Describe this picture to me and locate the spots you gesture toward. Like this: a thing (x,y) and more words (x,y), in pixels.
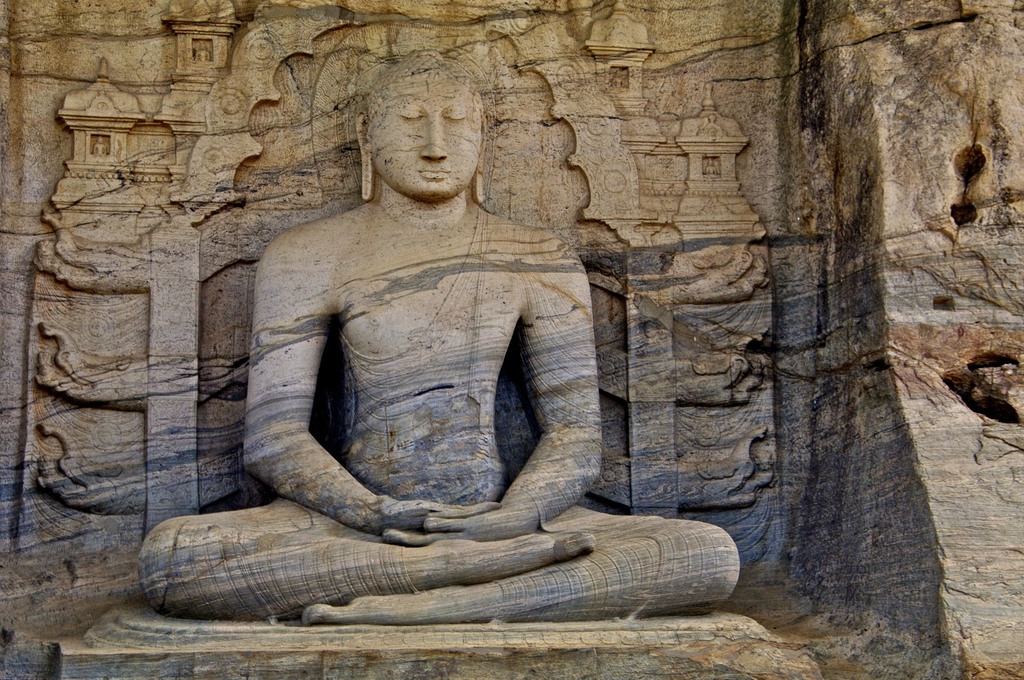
In this picture I can see sculpture (309,317) on the rock (510,189).
